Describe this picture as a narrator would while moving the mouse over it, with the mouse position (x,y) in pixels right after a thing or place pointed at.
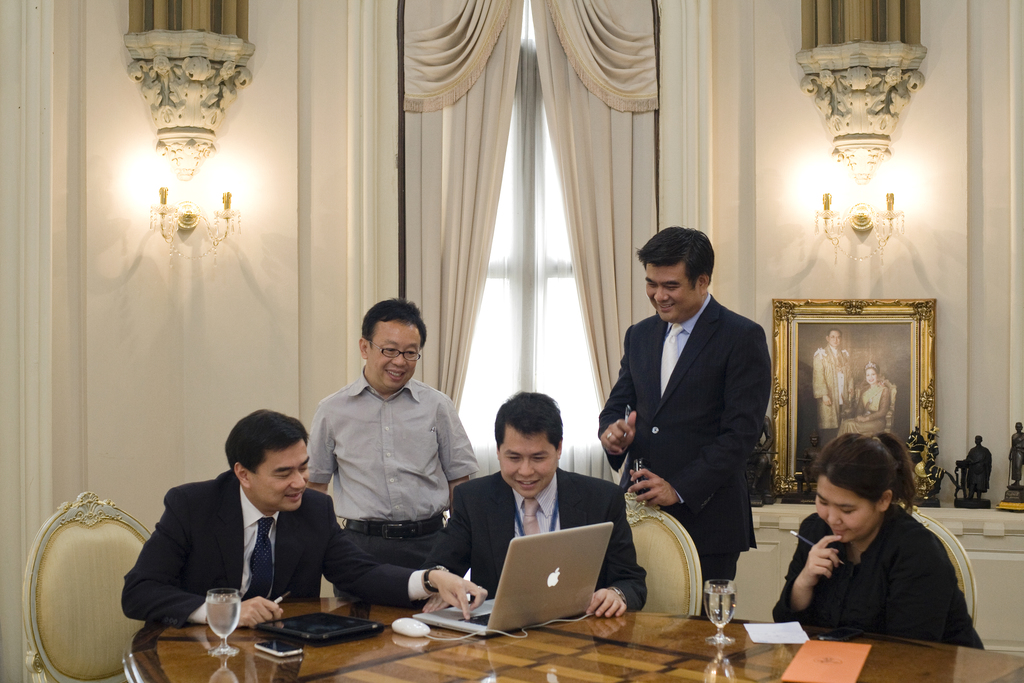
In this picture we can see three persons (615,592) are sitting on the chairs (97,625). This is table (478,650). On the table (387,638) there is a laptop (528,585), mouse (406,623), mobile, and glasses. Here we can see two persons (621,416) are standing on the floor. On the background (117,329) there is a wall (92,171) and these are the lights (889,220). Here we can see a curtain (622,266) and this is frame (851,351).
